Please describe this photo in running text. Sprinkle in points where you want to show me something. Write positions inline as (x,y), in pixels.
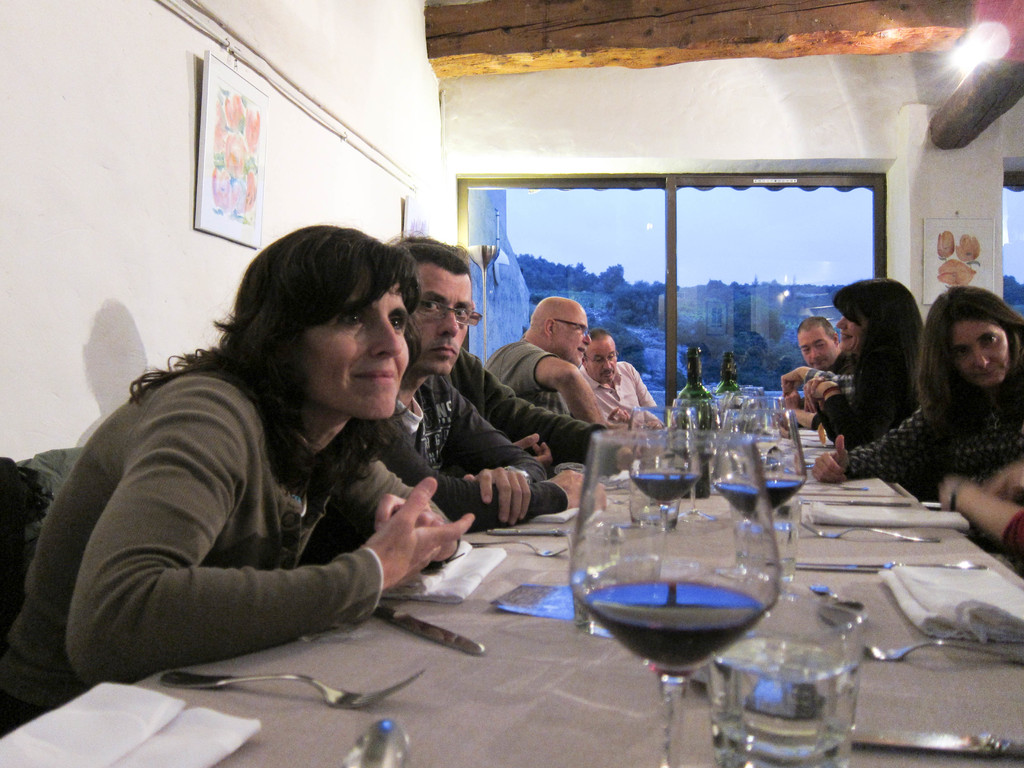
A group of people (237,411) are sitting together around the table (461,661) there are wine glasses (659,627), forks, knives (483,646) on this table (443,686) in the middle (653,363) there is a window (758,305) and light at the top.
